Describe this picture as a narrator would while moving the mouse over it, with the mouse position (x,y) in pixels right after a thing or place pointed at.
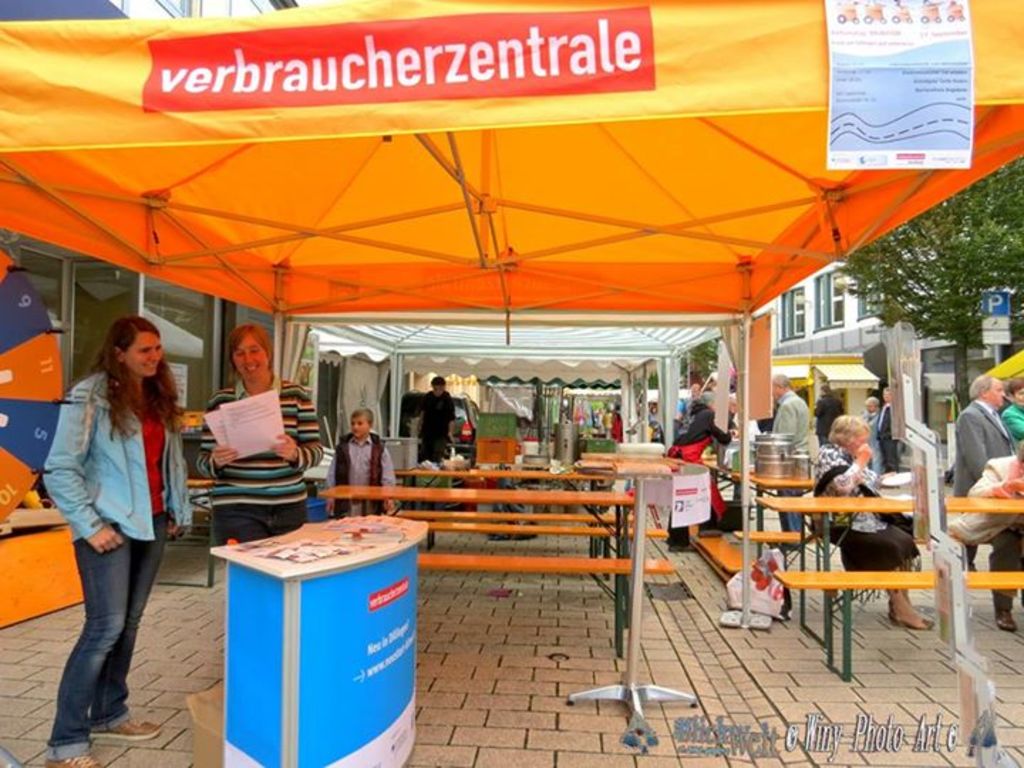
In this image I can see the ground (553,547), few benches (533,528) which are orange and yellow in color on the ground (580,547), few persons (845,554) sitting on benches (872,579), few persons (163,519) standing, a person (251,464) is holding papers (243,433), a white and blue colored desk (312,574) and few tents (738,387) which are yellow and white in color. In the background (939,315) I can see few trees (936,233), few buildings (825,342), a sign board (985,332) and few persons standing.
